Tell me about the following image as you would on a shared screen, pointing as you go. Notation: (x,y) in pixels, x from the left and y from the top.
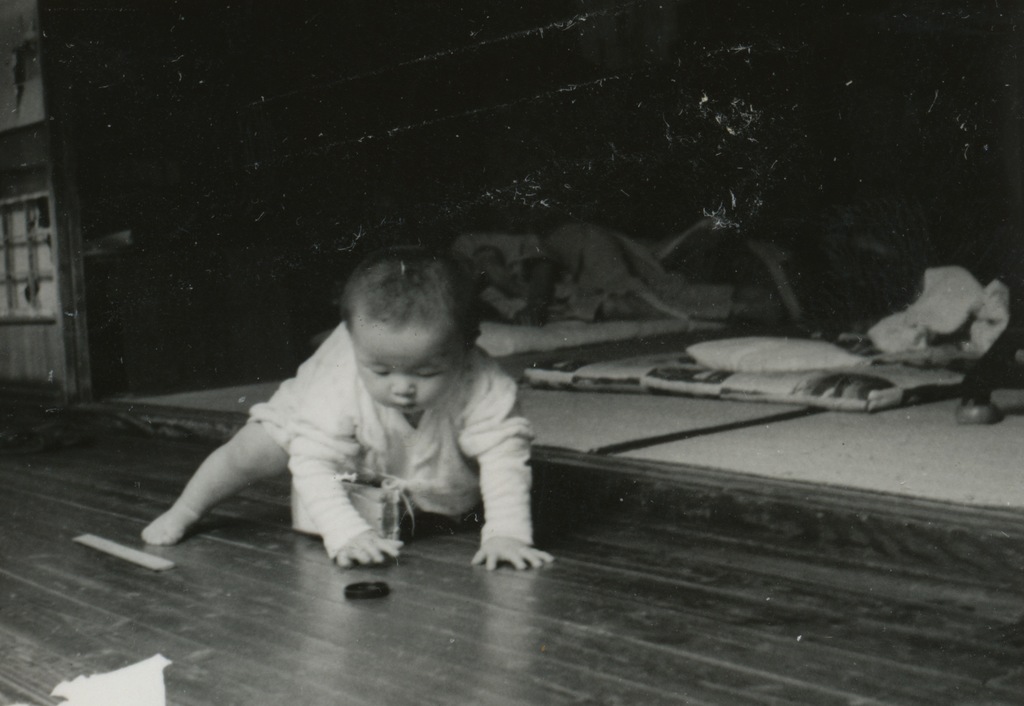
In the center of the image (414,344) we can see baby (355,470) crawling on the floor (435,630). In the background (702,303) we can see person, pillows (700,355) and wall (259,266).
